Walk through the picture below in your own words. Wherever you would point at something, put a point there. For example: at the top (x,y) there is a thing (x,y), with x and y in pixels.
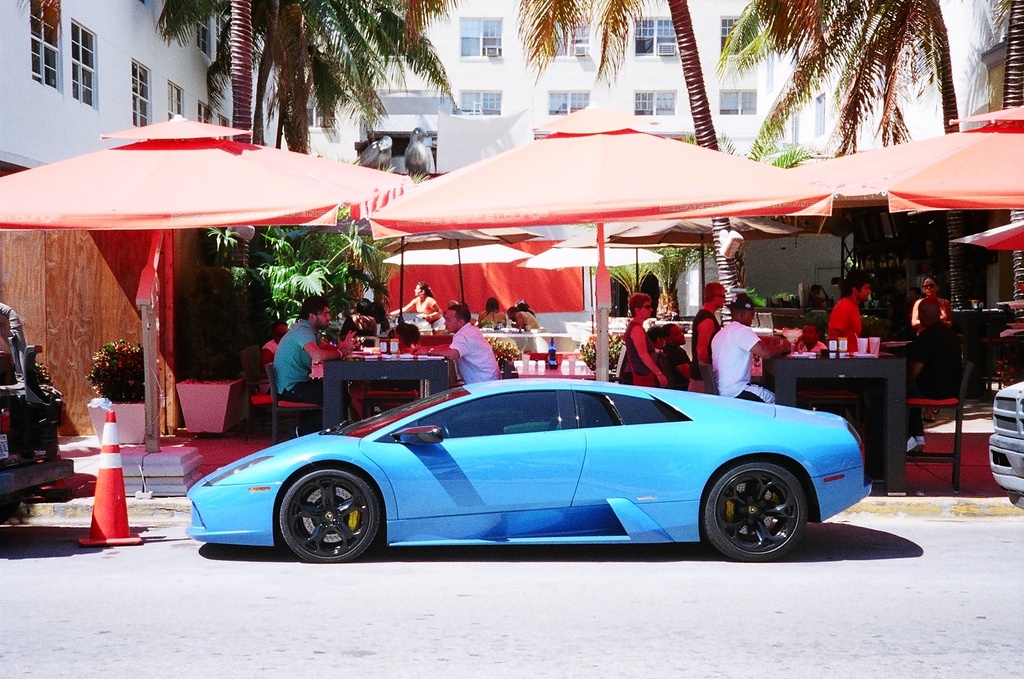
This is a car (656,463), which is parked. I can see groups of people (480,346) sitting on the chairs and few people (861,298) standing. These are the kind of patio umbrellas (547,186). I can see two birds (377,156) standing. I think these are the tables (814,361) with few objects (406,356) on it. I can see the buildings (469,76) with the windows (485,24). These are the trees (309,64). I can see the flower pots (222,392) with the plants (120,380) in it. This looks like a retractable cone pole (113,491). On the left corner of the image (21,442), I can see a vehicle (17,461), which is parked. I think this is a restaurant (756,293). On the right corner of the image (999,411), I can see another vehicle (1000,446).
